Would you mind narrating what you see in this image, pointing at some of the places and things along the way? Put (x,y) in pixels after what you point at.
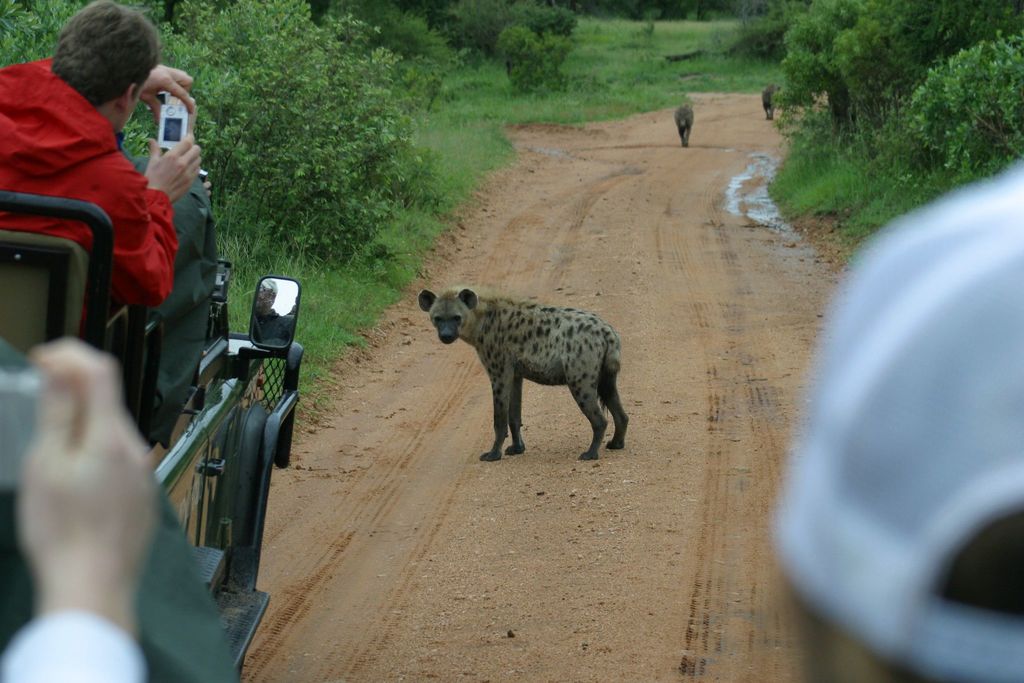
In this image, we can see few hyenas (500,437) are on the road (599,257). Left side of the image (49,165), we can see a person (77,190) is holding a camera (177,127). He is in the vehicle (204,424). At the bottom (140,534), we can see human hand (34,487), cap (887,490). Top of the image (361,109), there are so many plants (928,151), grass (501,143) we can see.
